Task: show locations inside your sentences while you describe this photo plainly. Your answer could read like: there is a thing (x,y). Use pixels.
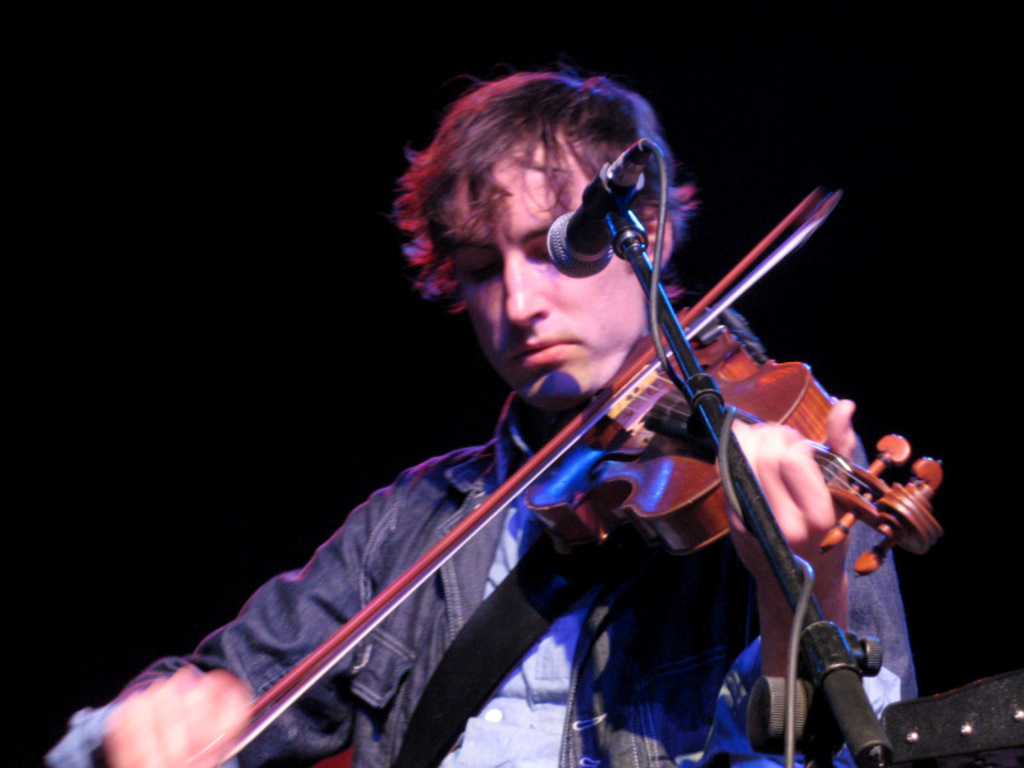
In this picture there is a man (565,684) playing violin (578,479). He is holding stick (253,715) in his right hand (186,733) and violin (647,479) in his left hand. In front of him there is a microphone (587,250) and its stand (771,527). The background (888,289) is dark.
